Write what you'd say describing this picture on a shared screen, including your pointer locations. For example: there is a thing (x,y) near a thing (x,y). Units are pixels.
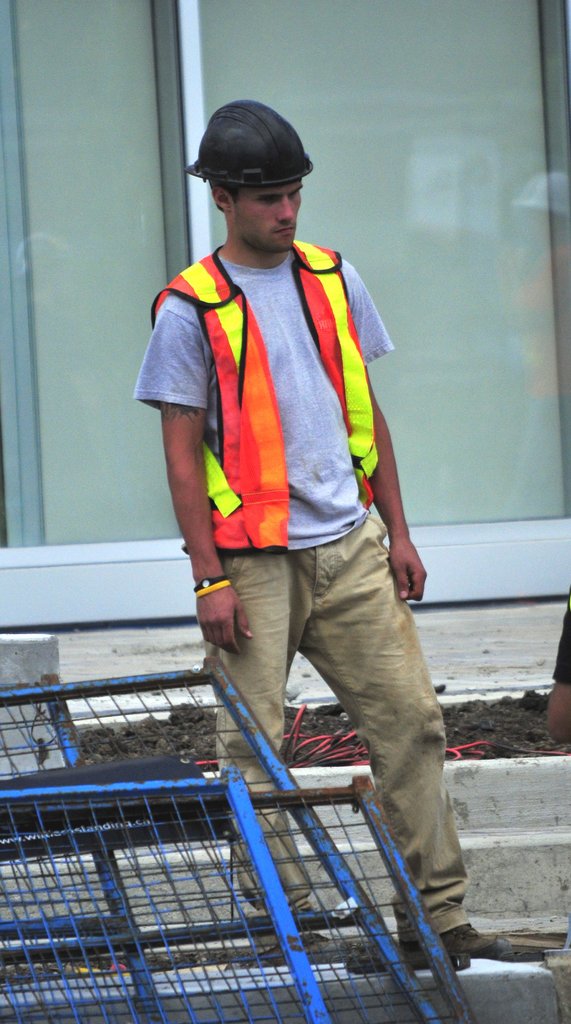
As we can see in the image there is fence (179,830), a man (309,572) standing over here and a door (416,265).
